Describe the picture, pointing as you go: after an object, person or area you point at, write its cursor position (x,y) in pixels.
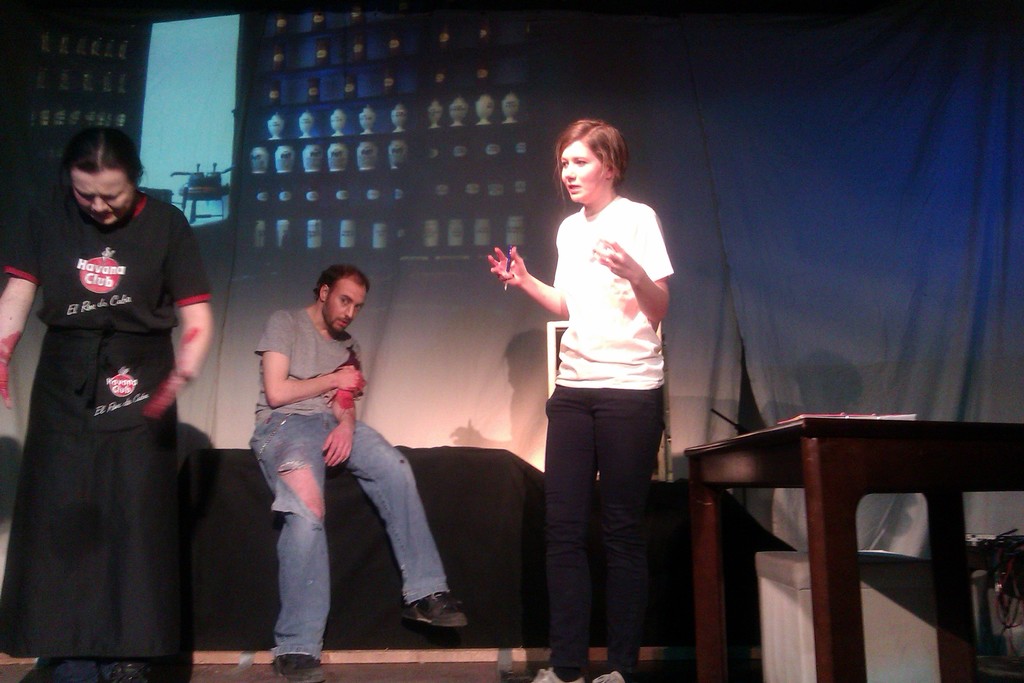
In this image I can see two women (572,138) are standing and a man (281,598) is sitting. In the background (434,93) I can see a curtain (838,84).
